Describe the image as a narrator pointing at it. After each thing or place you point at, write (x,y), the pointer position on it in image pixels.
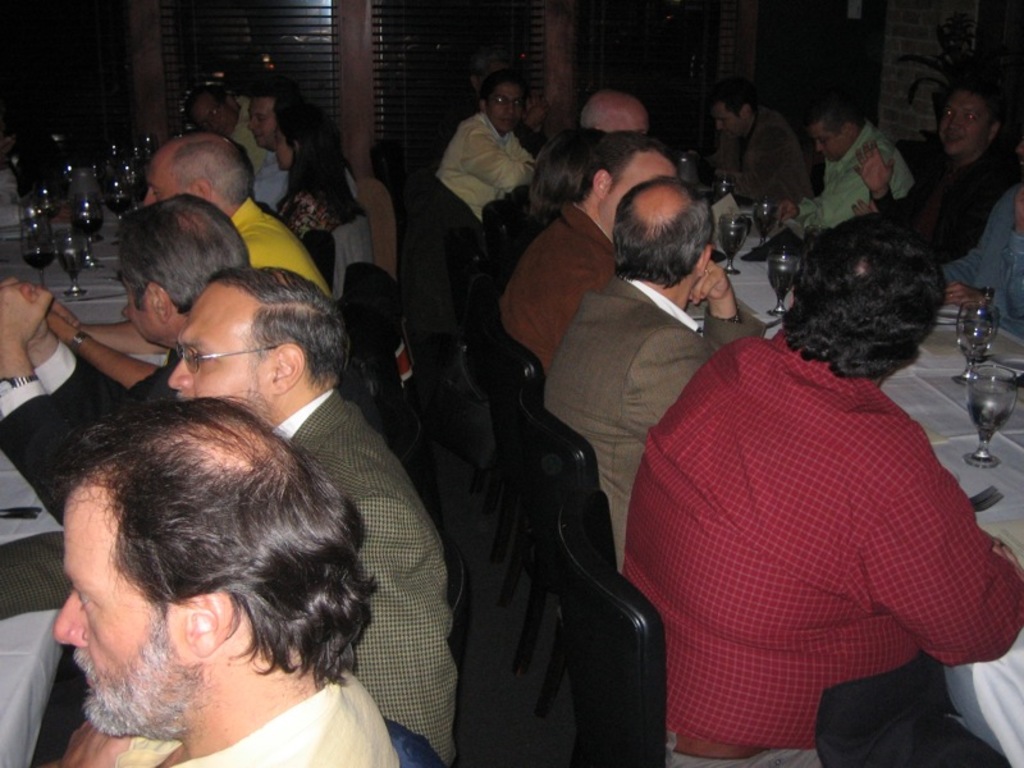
In this image I can see group of people (360,544) sitting on the chair (572,664). We can see glasses (989,416), spoon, fork (984,500) and cloth (952,390) on the table (952,438). We can see white color cloth (1003,669) covered on the table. Back I can see wall (897,47) and windows (180,61).
